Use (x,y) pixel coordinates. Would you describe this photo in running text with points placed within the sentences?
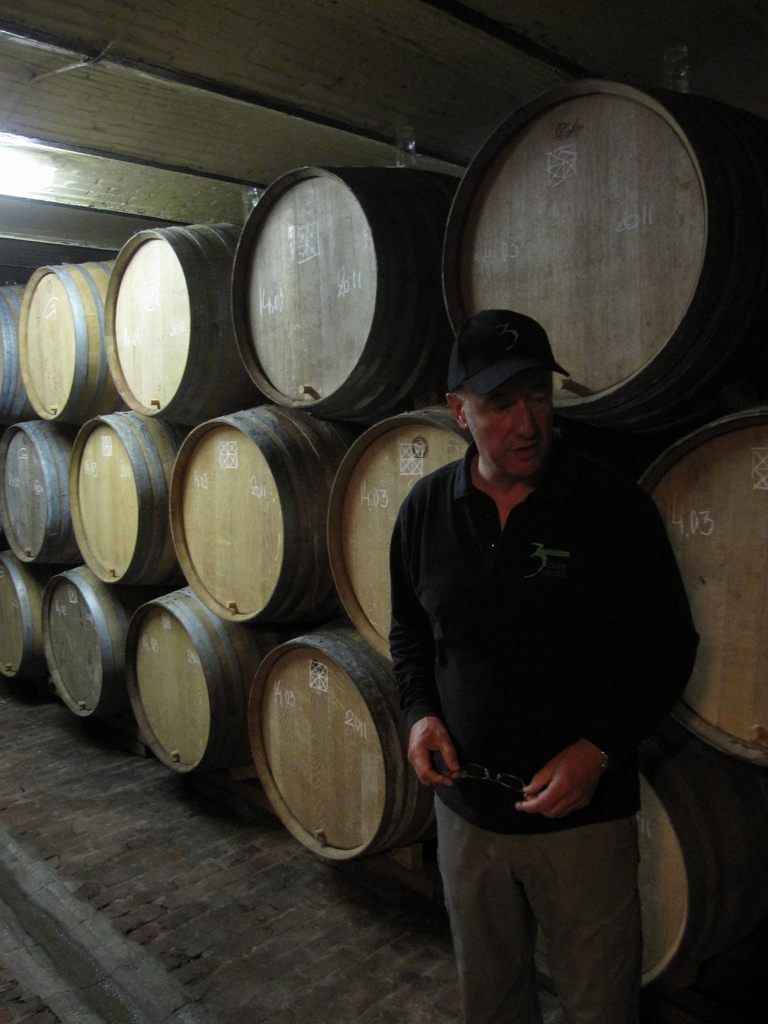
This picture is taken inside the room (397,1015). In this image, on the right side (540,636), we can see a man (542,630) wearing a black color shirt (543,612). In the background (237,250), we can see many wooden barrels (414,461). At the top (47,174), we can see a roof (89,234).
